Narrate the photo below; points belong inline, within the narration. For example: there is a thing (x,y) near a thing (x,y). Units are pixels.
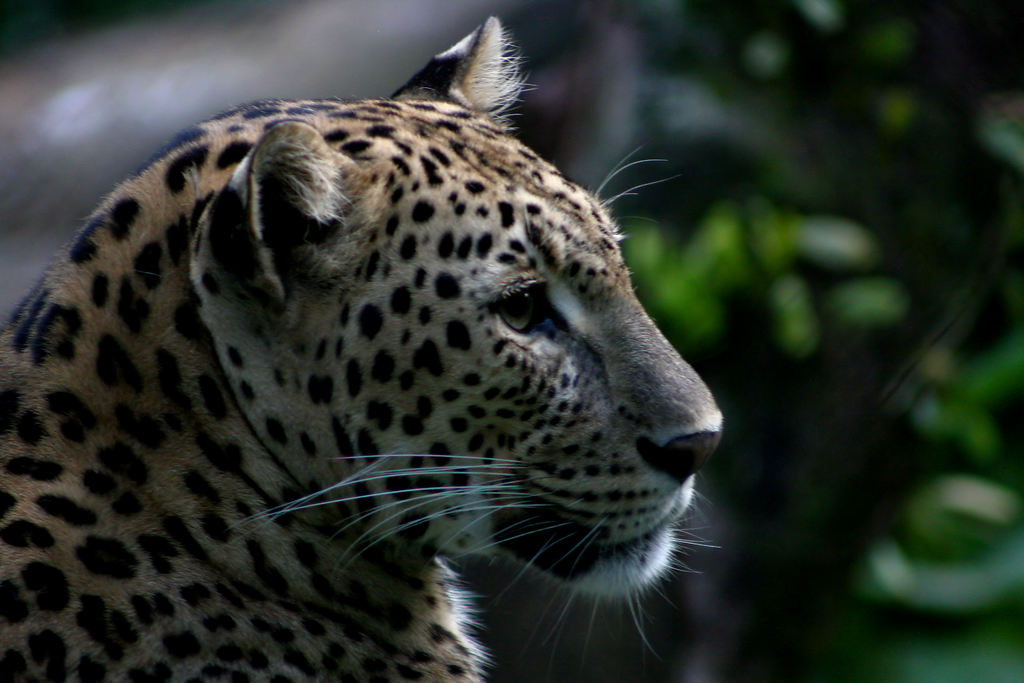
In this image we can see a leopard (223,393) on the left side (215,311). In the background (114,117) the image is blur but we can see objects (87,100).
